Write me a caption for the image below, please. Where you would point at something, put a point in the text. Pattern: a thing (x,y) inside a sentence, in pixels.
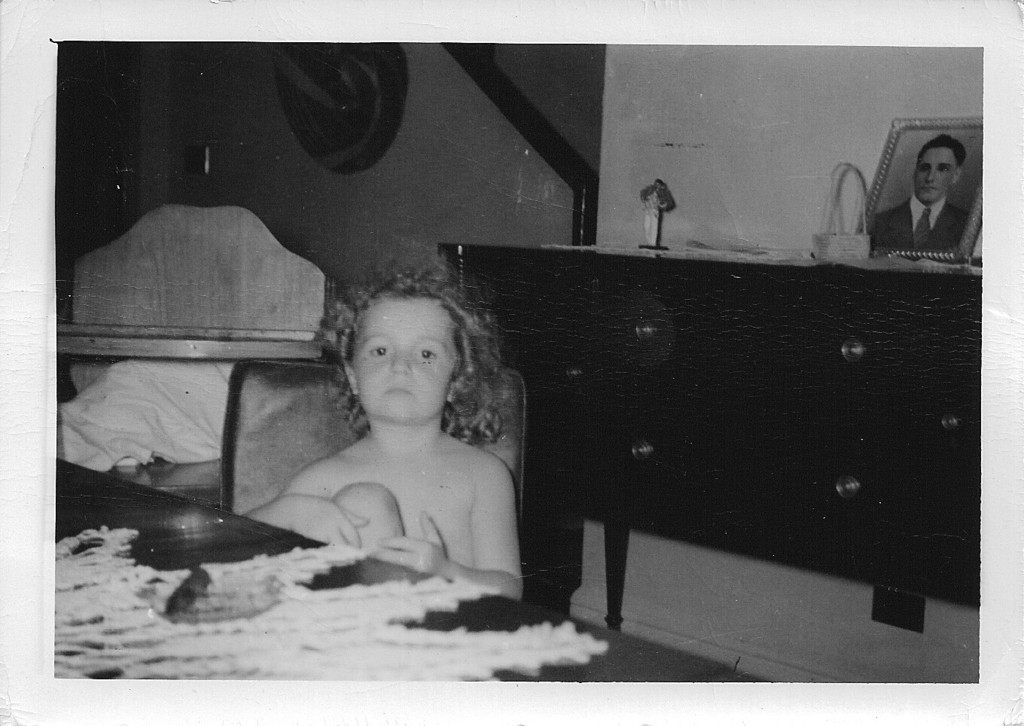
In the foreground (235,474) I can see a boy (324,534) is sitting on a chair (289,464) in front of a table (297,652). In the background (974,574) I can see a table (971,556) on which a basket (837,231), statue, photo frame (923,256) is there and a wall (869,134). This image is taken may be in a hall (481,535).
